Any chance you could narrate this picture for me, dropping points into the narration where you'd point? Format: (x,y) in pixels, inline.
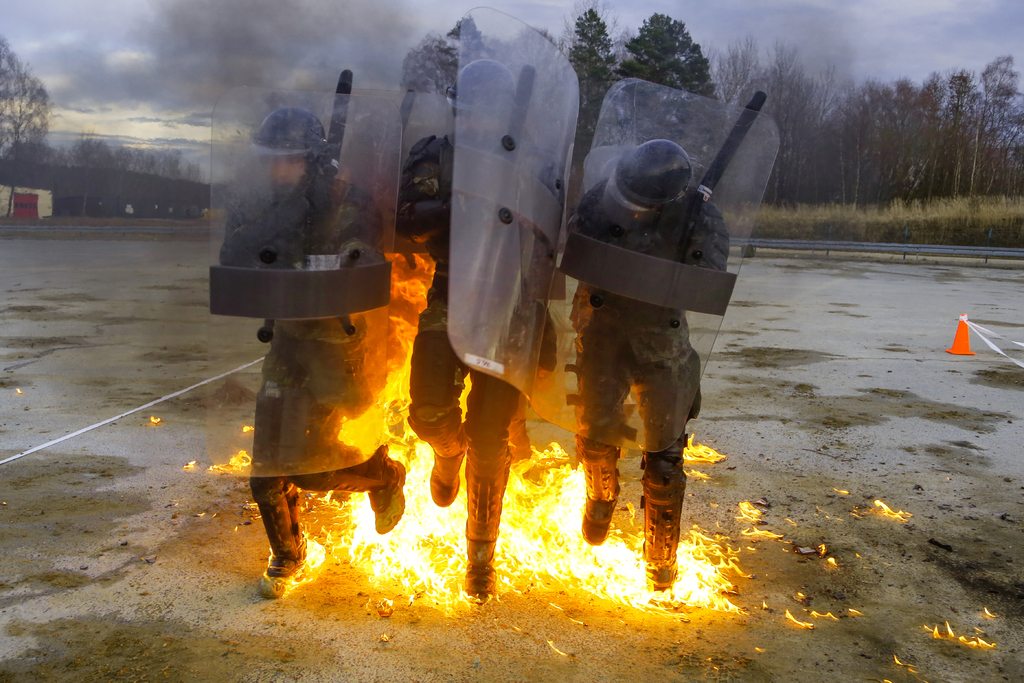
In this image there are three men (433,370) running. They are holding shields (505,247). Behind them there is the fire (544,553) on the ground (536,616). To the right (964,353) there is a cone barrier (959,332) on the ground (992,339). In the background (925,152) there are trees (924,135) and plants (926,232). At the top (761,26) there is the sky (178,47).
